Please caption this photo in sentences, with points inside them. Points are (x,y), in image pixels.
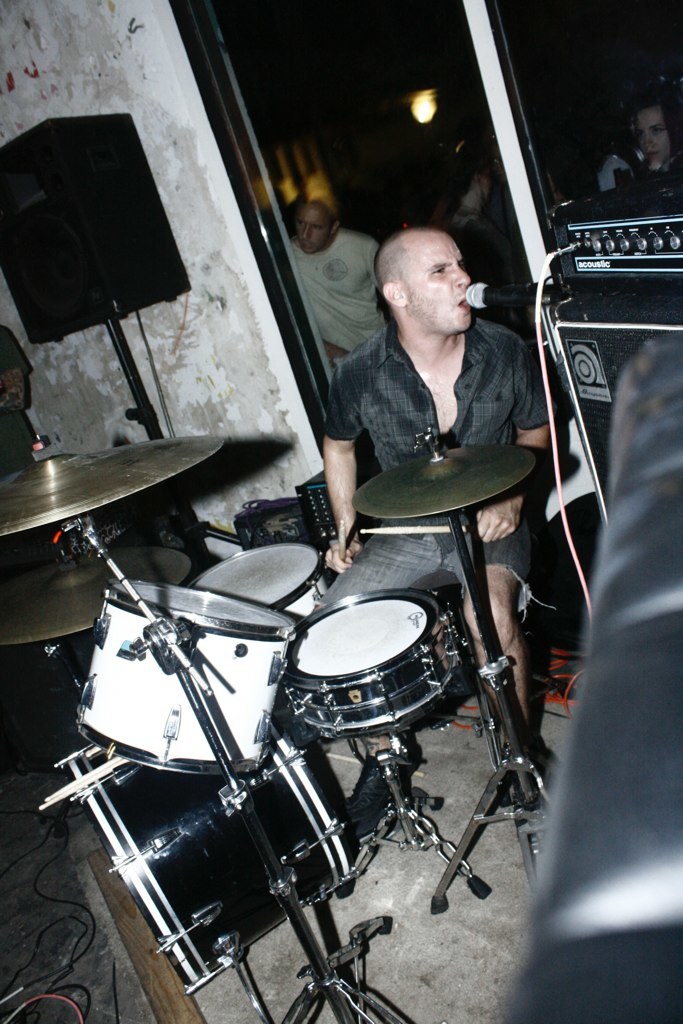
This picture shows a man (374,544) seated singing with the help of a microphone (480,292) and he is playing drums (143,736) and we see people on the back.
